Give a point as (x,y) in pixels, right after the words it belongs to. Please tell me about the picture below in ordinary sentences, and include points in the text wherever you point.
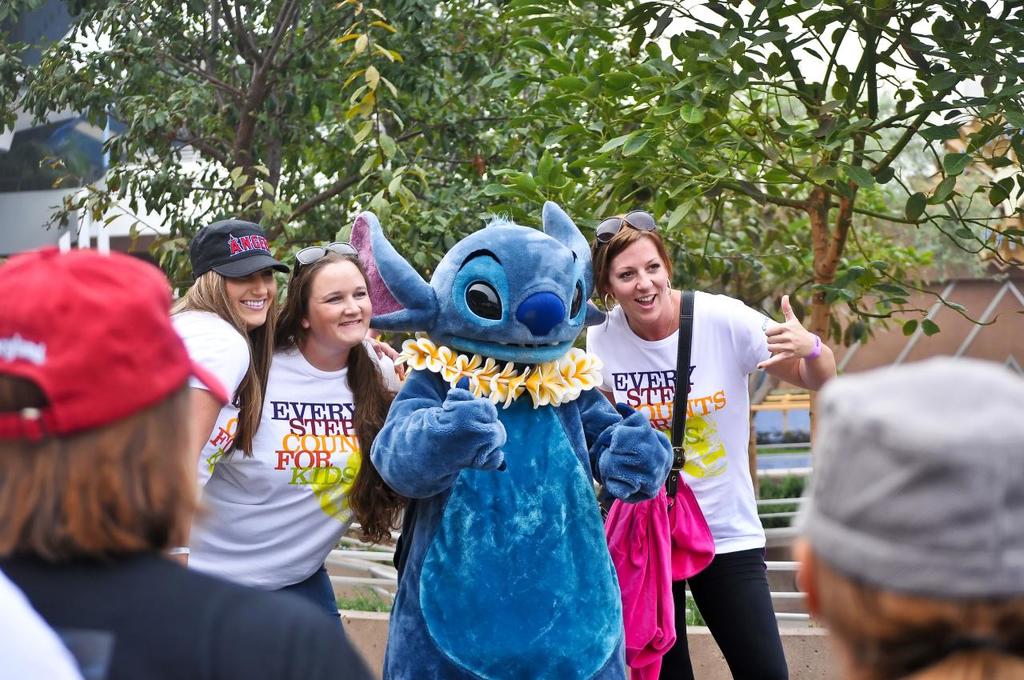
This picture describes about group of people (479,395), few are smiling and few people (211,311) wore caps (151,272), and we can see a person (514,477) wore costume (454,406), in the background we can find few trees (728,186), buildings (763,410) and metal rods (770,443), and also we can see spectacles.
